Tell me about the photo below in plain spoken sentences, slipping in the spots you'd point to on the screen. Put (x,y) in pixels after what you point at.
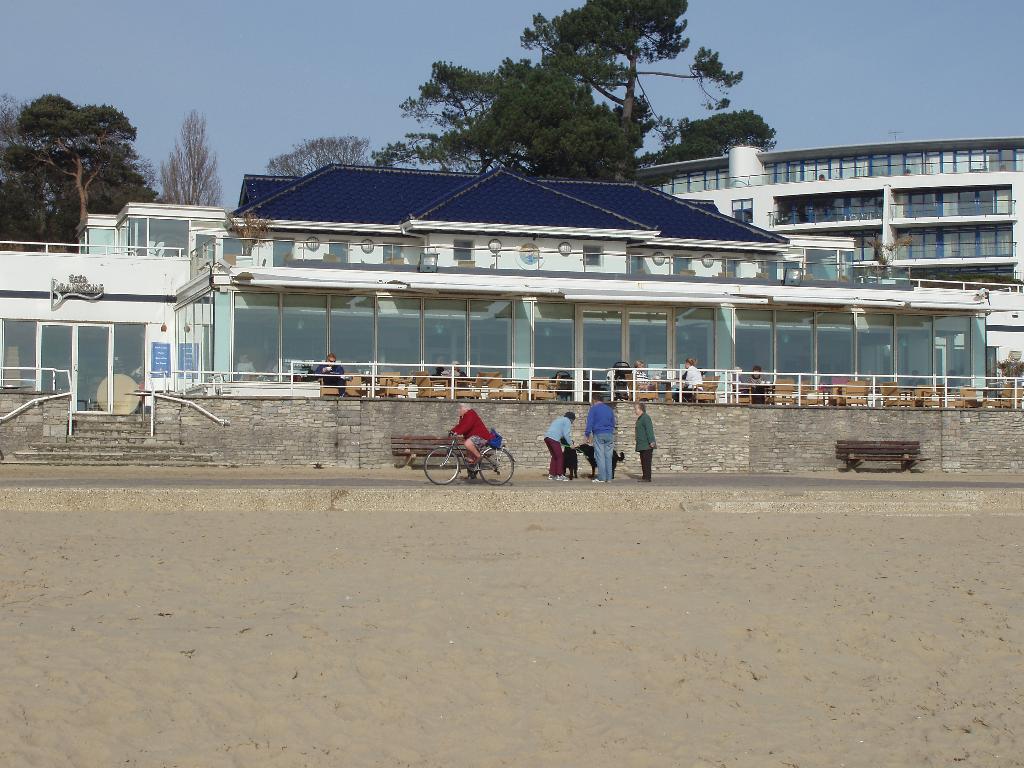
In this picture we can observe some people (586,436) on the road (586,475). There is a dog (594,462). We can observe a person (472,431) cycling a bicycle (455,448). We can observe buildings (426,346) and trees (288,161). In the background (430,51) there is a sky (867,57).
